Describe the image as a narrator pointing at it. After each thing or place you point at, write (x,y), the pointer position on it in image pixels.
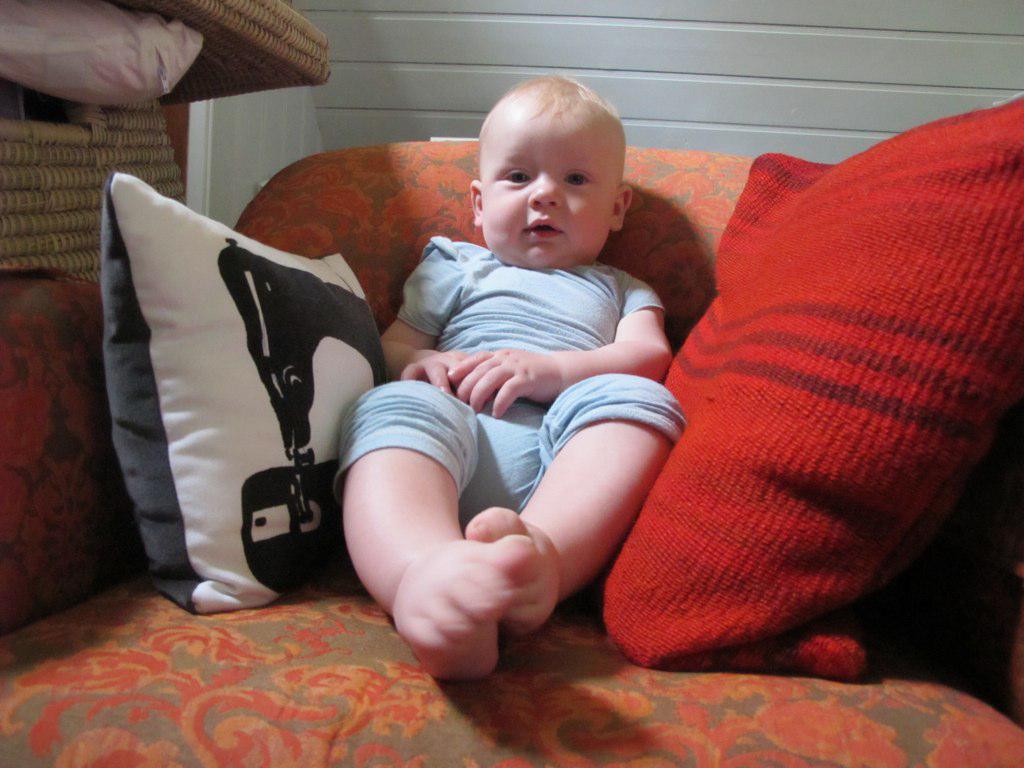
In this picture we can see a chair (260,719) with a child (420,333), pillows (214,303) on it and in the background (466,29) we can see the wall (461,45), some objects (211,67).
